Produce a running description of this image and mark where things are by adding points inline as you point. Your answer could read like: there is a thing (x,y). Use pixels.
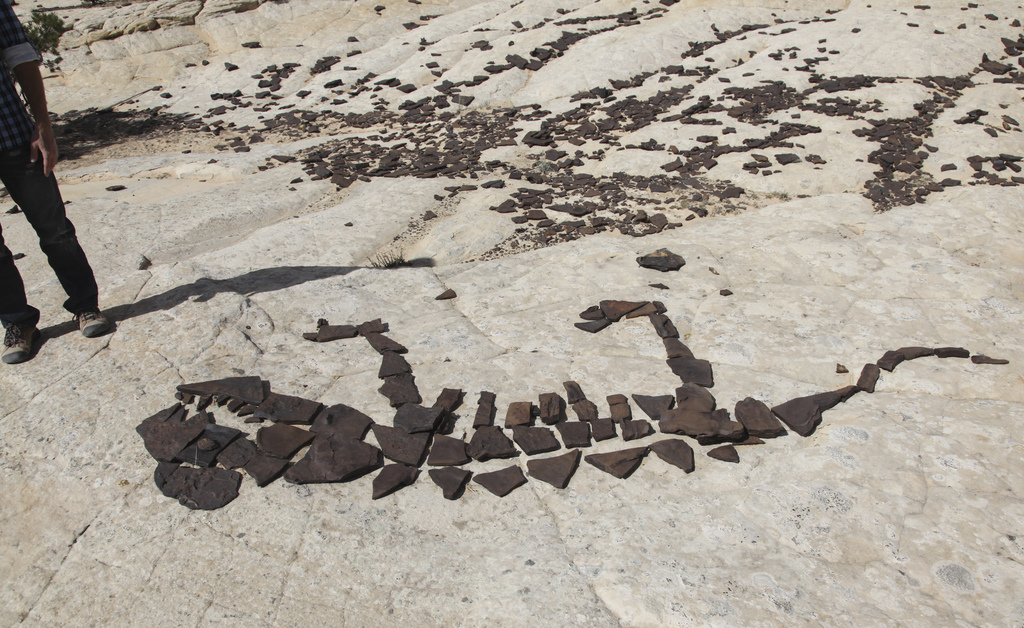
In this image, on the left side (91,294), we can see a person (64,269) standing on the land (74,371). In the middle of the image (661,326), we can see some rocks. In the background (237,85), we can see some stones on the land (227,270).
